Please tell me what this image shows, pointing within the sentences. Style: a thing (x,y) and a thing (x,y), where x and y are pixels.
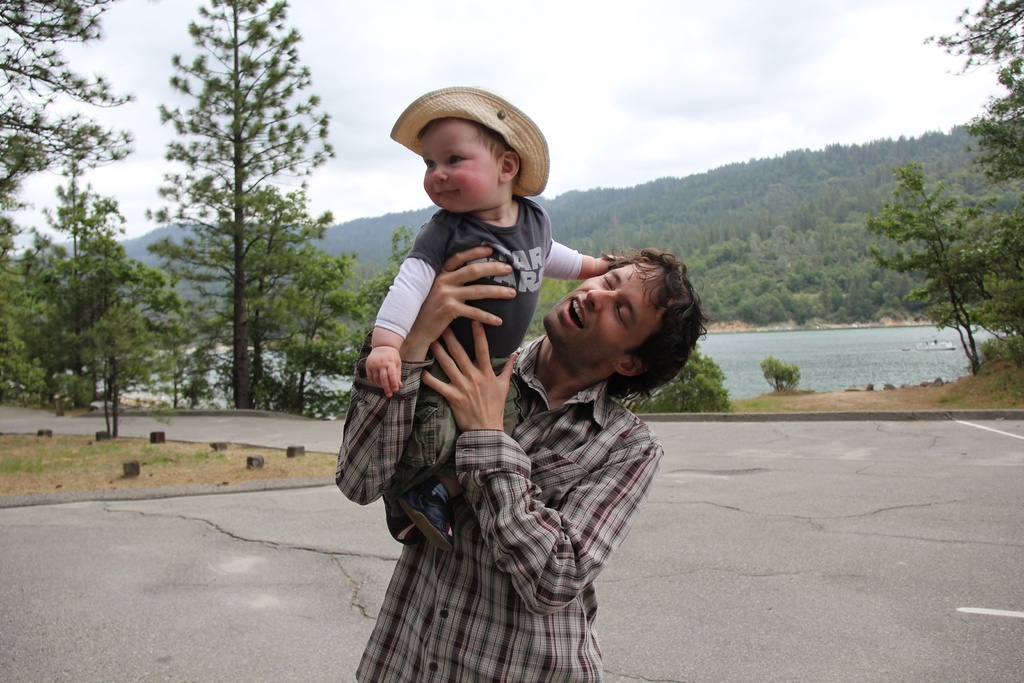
In this picture we can observe a man (528,575) holding a baby (471,330) in his hands (403,355). The baby (415,249) is wearing a hat (469,109) on his head (441,157). The man (429,609) is wearing a shirt (515,525) and the baby (429,251) is wearing T shirt (518,278). We can observe road (313,549). There is a river (803,348). We can observe some trees (752,280). In the background (616,207) there are hills (685,193) and a sky (643,105) with clouds (584,92).
